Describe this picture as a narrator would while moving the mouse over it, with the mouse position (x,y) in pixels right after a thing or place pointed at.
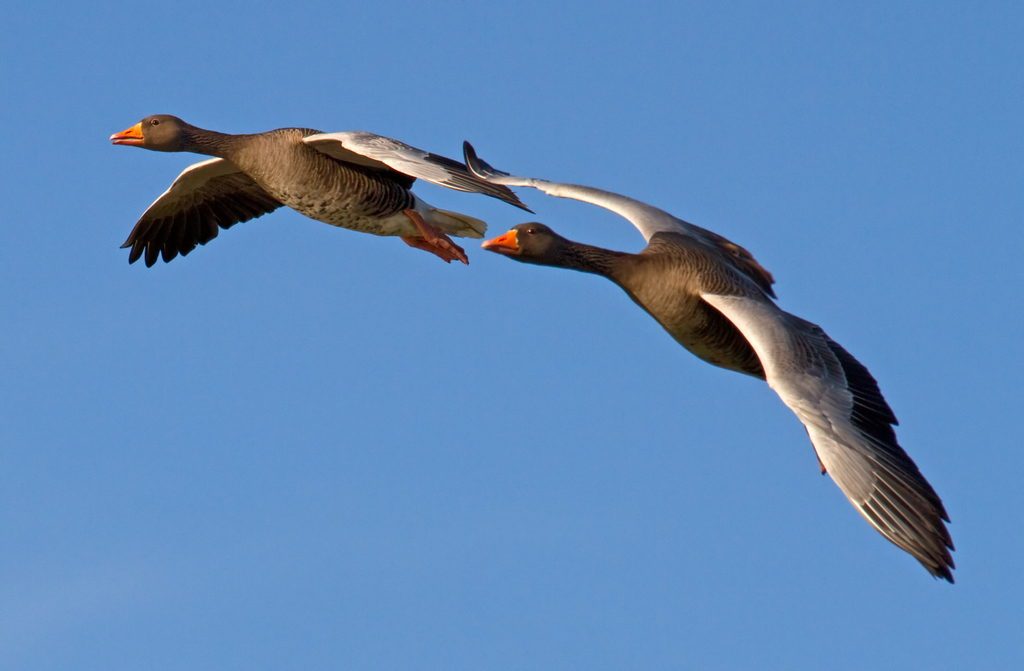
In the picture we can see ducks (205,211) are flying in the air (912,211), the ducks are gray in color with white color wings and an orange color beak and in the background (805,303) we can see a sky (599,163) which is blue in color.
